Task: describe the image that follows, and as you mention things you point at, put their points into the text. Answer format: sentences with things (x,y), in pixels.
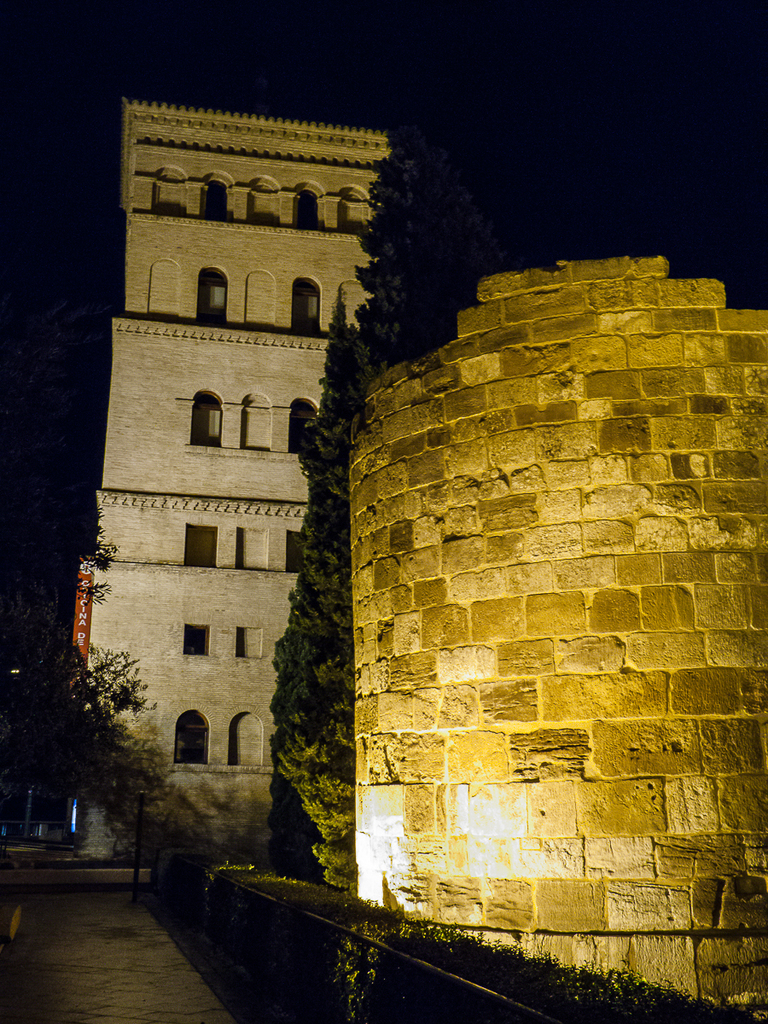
In this image there are buildings (212,652) and trees (109,720), in front of the building (256,645) there is pavement (103,942), beside the pavement (167,949) there is metal fence (271,949), beside the metal fence (327,953) there are bushes (275,881).
